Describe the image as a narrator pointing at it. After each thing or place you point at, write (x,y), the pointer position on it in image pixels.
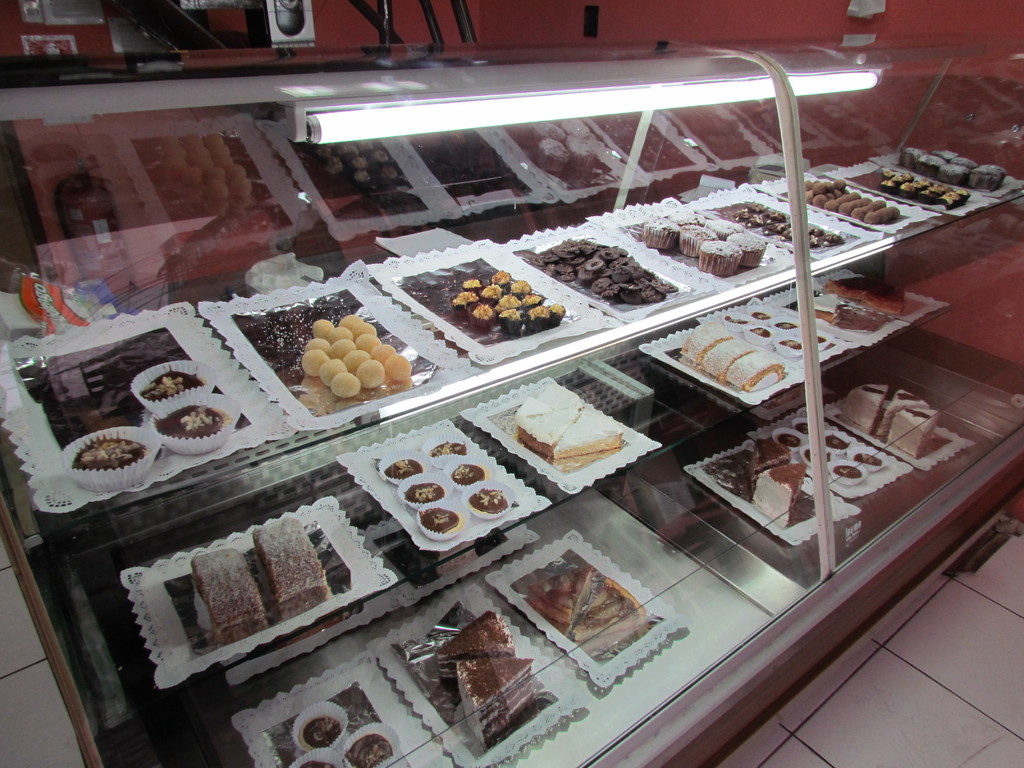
In this picture we can see tube light (842,85), glass (894,147), food items (899,185) and aluminium foils (103,409) placed in trays (397,717) and these trays (790,376) are placed in racks (172,516) and in the background (953,142) we can see some objects (159,14) and walls (534,33).
